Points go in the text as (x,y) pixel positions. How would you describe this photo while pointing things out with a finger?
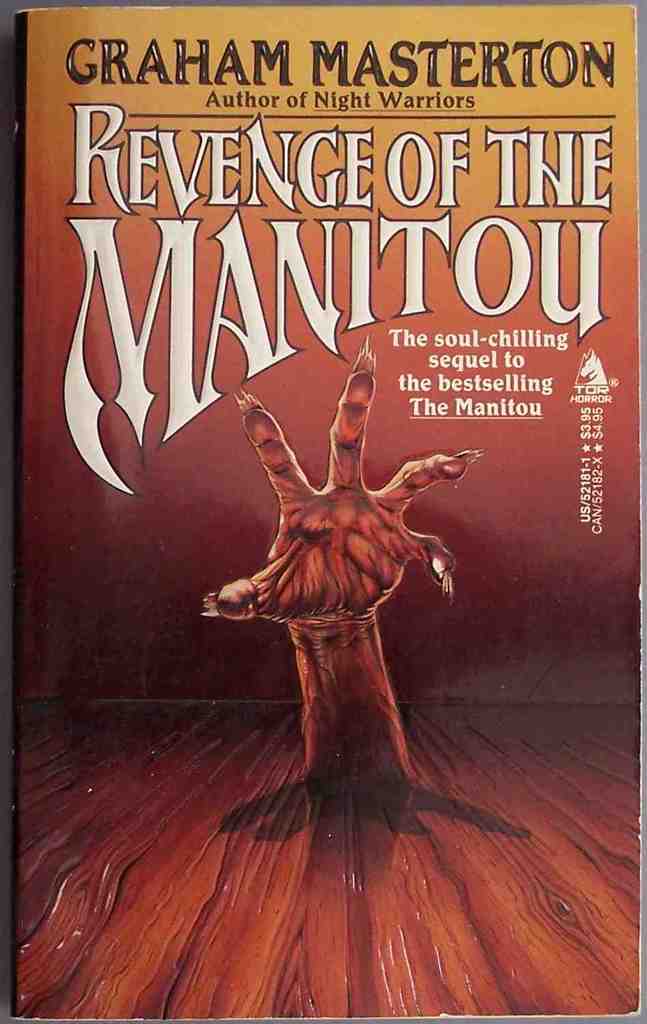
In this picture we can see a book (324,674) and on the book (312,611) there is a hand (297,614) and it is written as "Revenge of the Manitou".
